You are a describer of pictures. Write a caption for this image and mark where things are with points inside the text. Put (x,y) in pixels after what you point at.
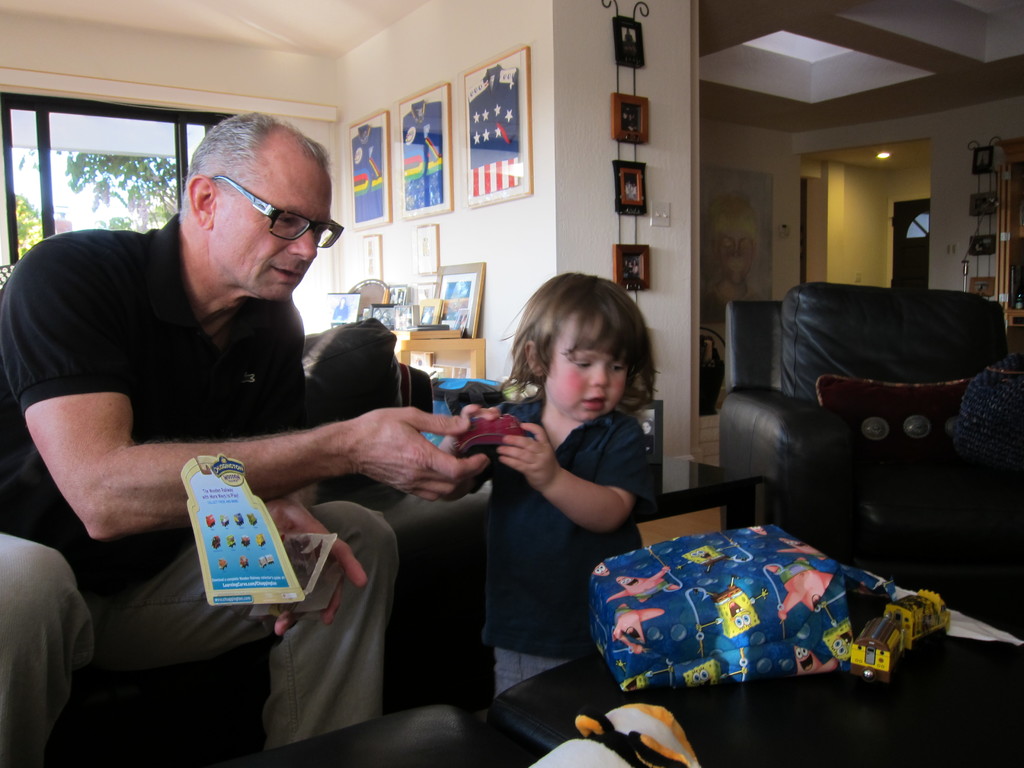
In this image the man (135,548) is sitting on the chair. The child (576,462) is standing. In front (687,579) there is a gift (797,651) and a toy (891,623). At the back side (412,324) on table (464,340) there are frames (434,316).
